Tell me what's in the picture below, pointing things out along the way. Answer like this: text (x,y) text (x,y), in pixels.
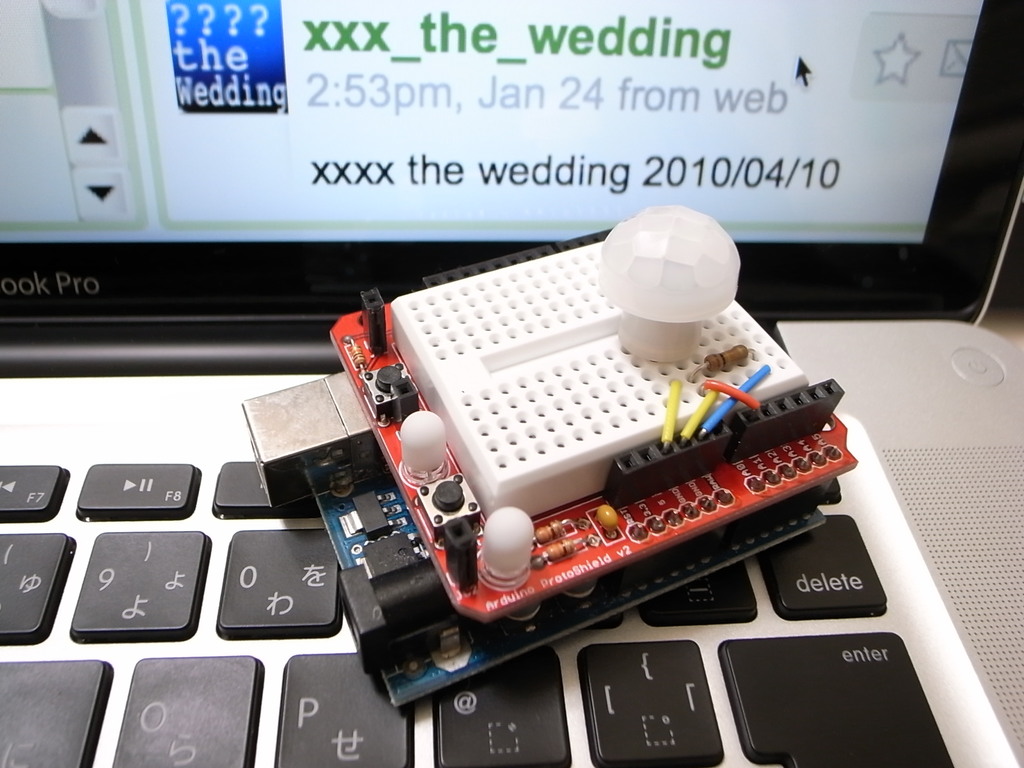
As we can see in the image there is a screen (265,232), keyboard (99,719) and electric circuit (475,459).
